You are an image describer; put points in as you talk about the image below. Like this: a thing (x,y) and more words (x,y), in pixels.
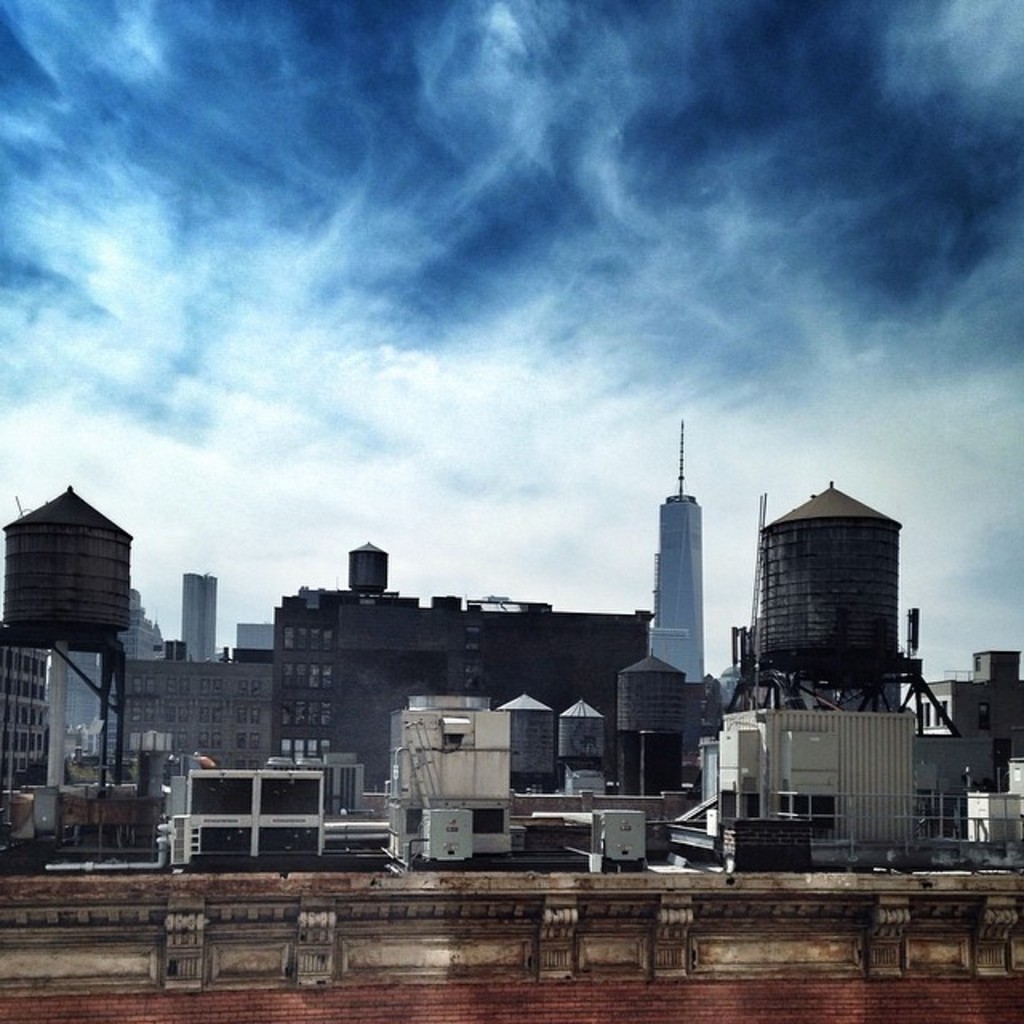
In this image, we can see some buildings (320,678) and tanks (795,619). There is a sky (473,153) at the top of the image (484,70).
